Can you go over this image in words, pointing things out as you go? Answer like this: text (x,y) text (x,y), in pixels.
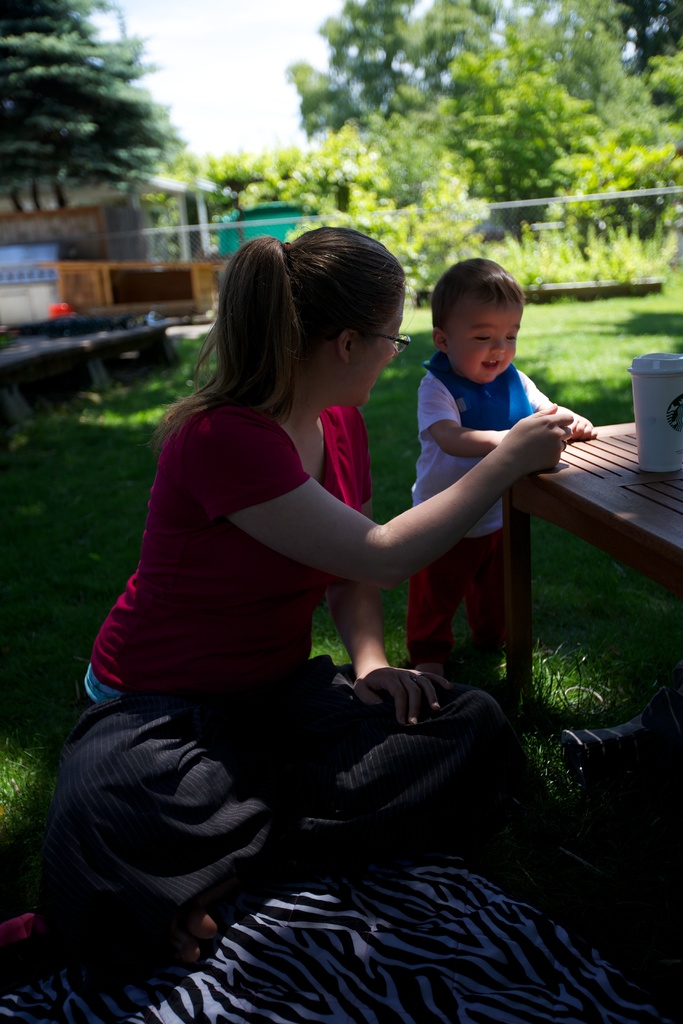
At the top (199,45) we can see sky (199,45). These are trees (421,122). Here in a grass (28,677) we can see a women (180,689) sitting and beside to her we can see a kid (490,416) standing near to the table (622,480) and smiling and on the table (616,464) we can see glass (638,437). Here we can see a cloth (458,968).
